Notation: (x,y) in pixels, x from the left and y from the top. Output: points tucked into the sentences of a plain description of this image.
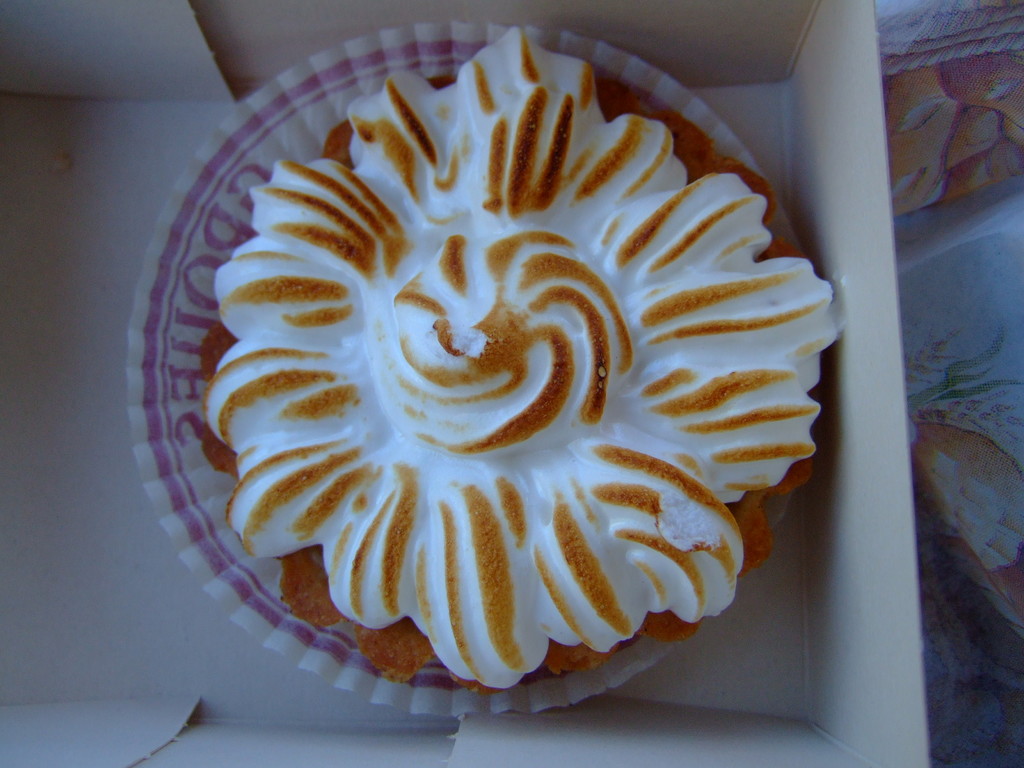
In this image we can see a tart (496,494) placed in the box (49,340). On the right (974,299) there is a cloth (988,429).
